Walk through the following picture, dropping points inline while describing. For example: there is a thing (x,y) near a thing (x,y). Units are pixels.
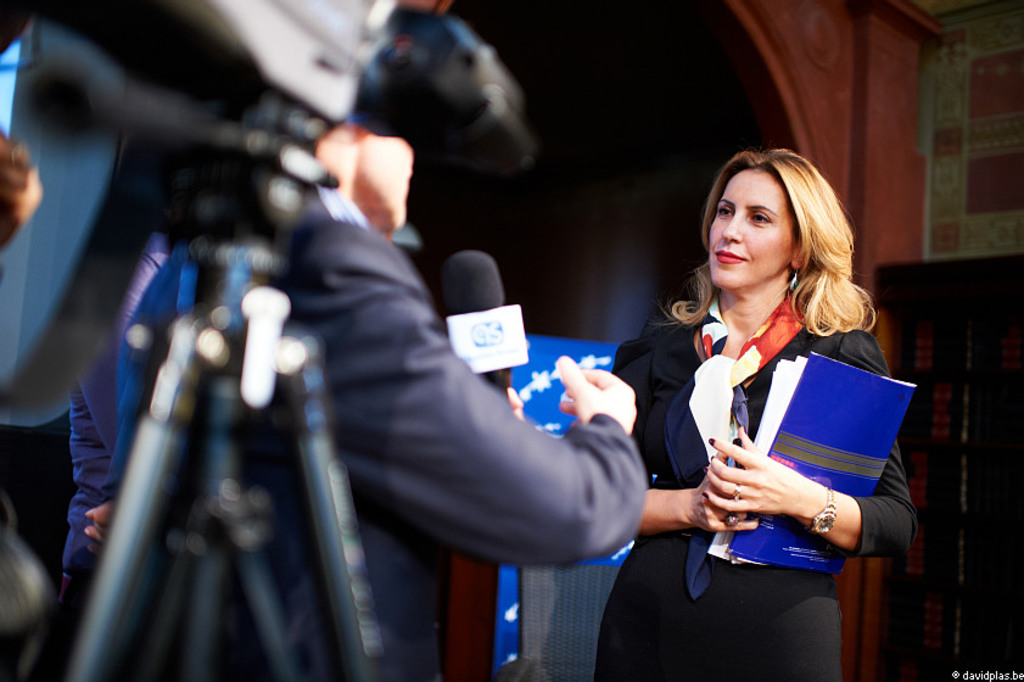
In this image I can see some people (96,458). On the left side (270,244) I can see the camera (414,99) and a mike (523,329). In the background (855,154), I can see the wall (861,149).
